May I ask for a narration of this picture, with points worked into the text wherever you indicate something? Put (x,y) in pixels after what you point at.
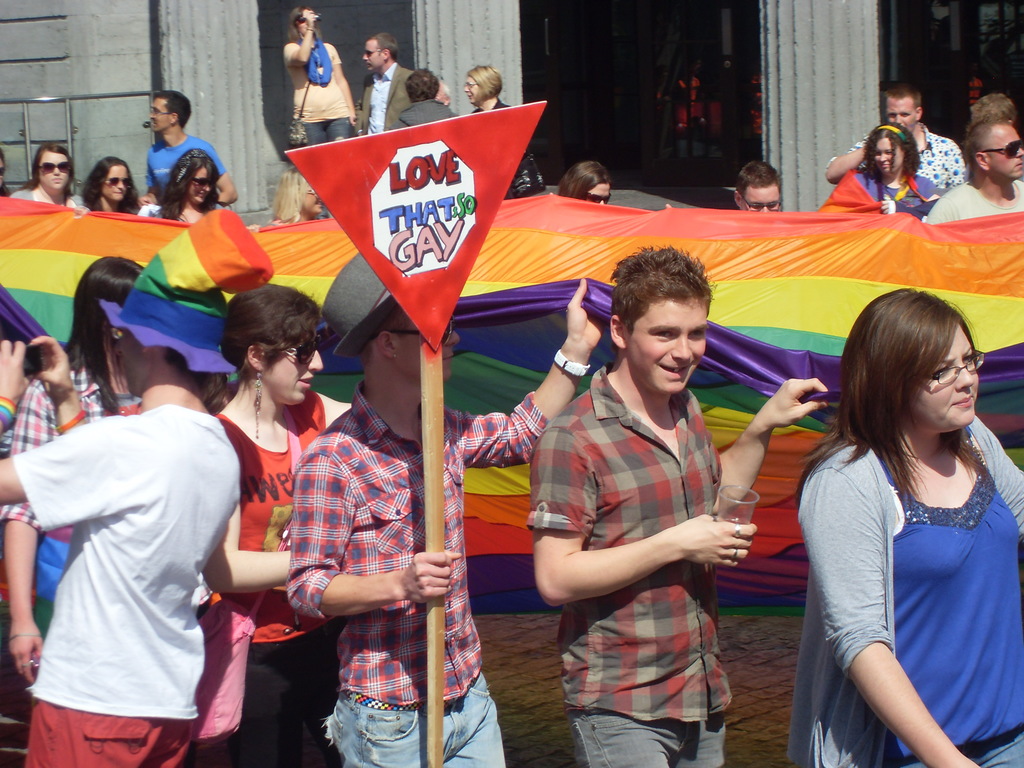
In the center of the image (410,402) a man (398,431) is standing and holding a sign board (338,162) and cloth (535,273). In the background of the image (535,273) group of people (264,494) are standing and holding a cloth (775,335). At the top of the image (762,85) building (796,89) is present. At the bottom of the image (763,645) ground (752,640) is there.
